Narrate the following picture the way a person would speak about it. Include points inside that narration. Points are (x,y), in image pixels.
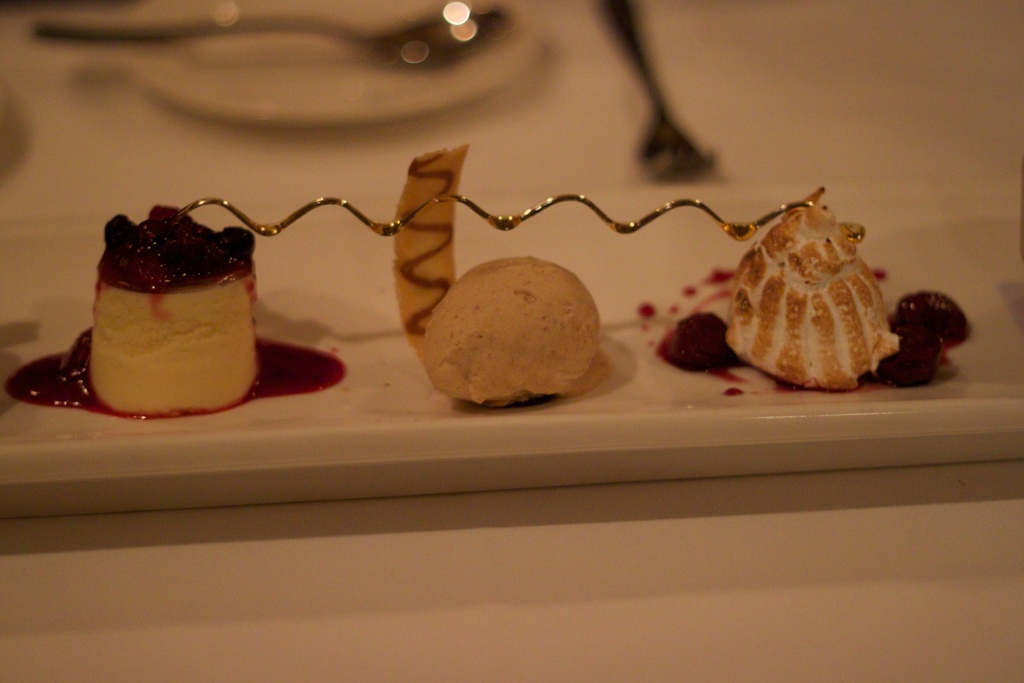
In this image in the center (511,339) there are some food items (778,357), and in the background (329,73) there is a plate (432,73) and spoons (371,51). At the bottom (281,521) it looks like a table (133,569).
